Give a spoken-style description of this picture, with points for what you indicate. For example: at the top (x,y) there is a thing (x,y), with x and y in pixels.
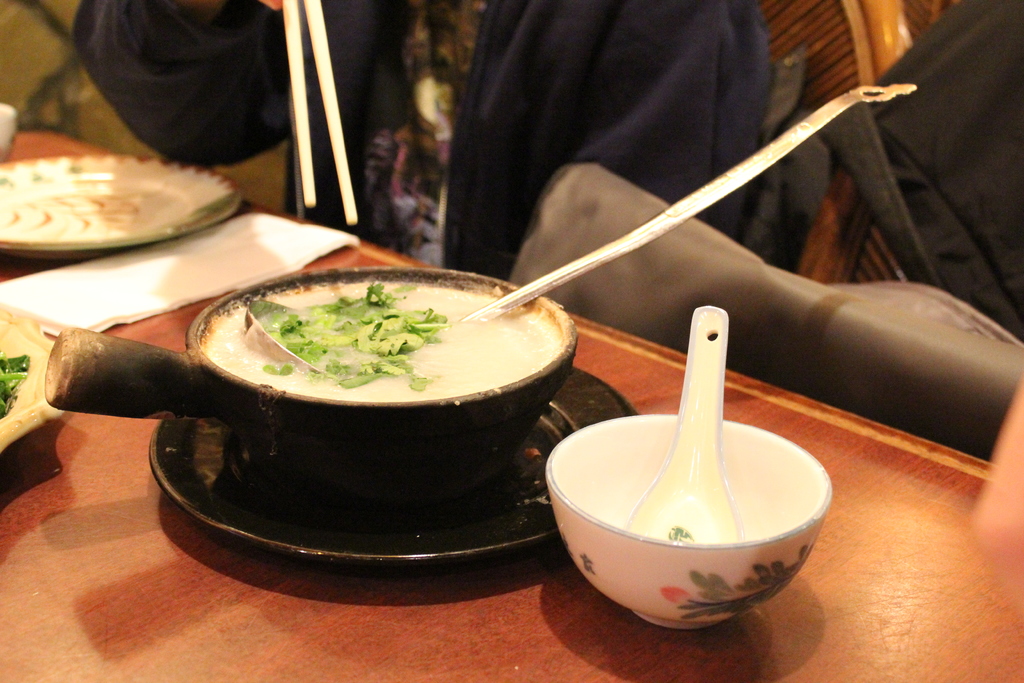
This is the picture taken in restaurant (301,518), this is a table (153,608) on the table (389,613) there is a bowl (636,559), spoon (693,511), plate (324,533) and a tissue (193,267). Behind the table (172,506) there are people (521,139) sitting on a chair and holding chopsticks (300,59).
